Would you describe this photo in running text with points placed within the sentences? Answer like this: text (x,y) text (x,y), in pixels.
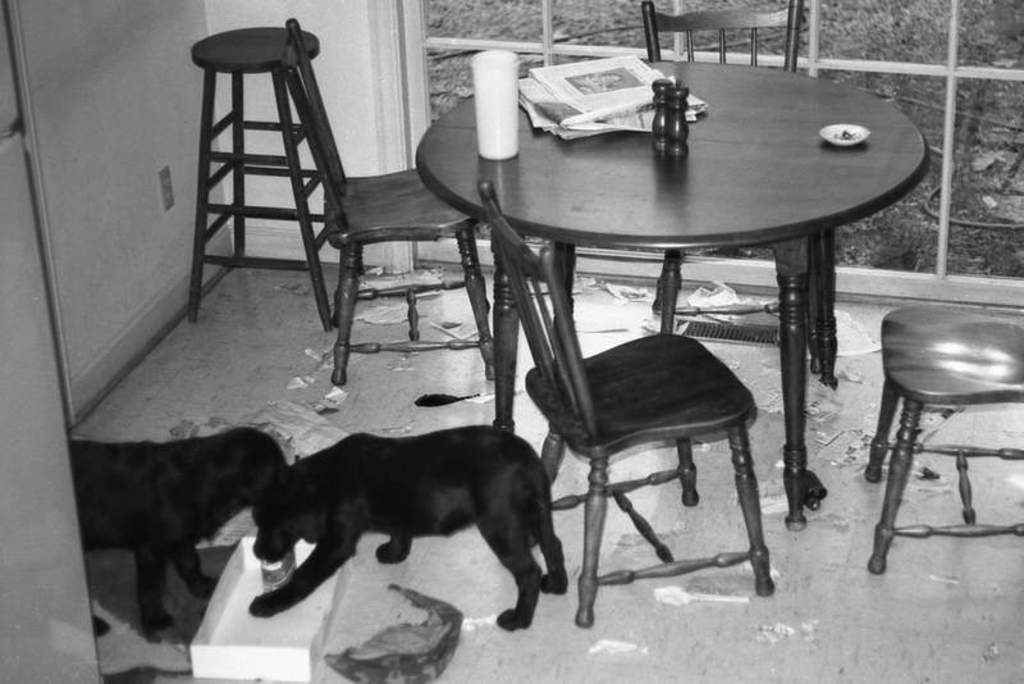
In this picture there is a table (701,154) and chairs (716,311) around it, at the right side of the image (774,318), there are dogs (462,462) at the left side of the image (207,522) and there are eating something from the box (243,574), it seems to be a dirty area (563,543) of a room (416,138) and there is news paper (544,77) on the table (711,76).
